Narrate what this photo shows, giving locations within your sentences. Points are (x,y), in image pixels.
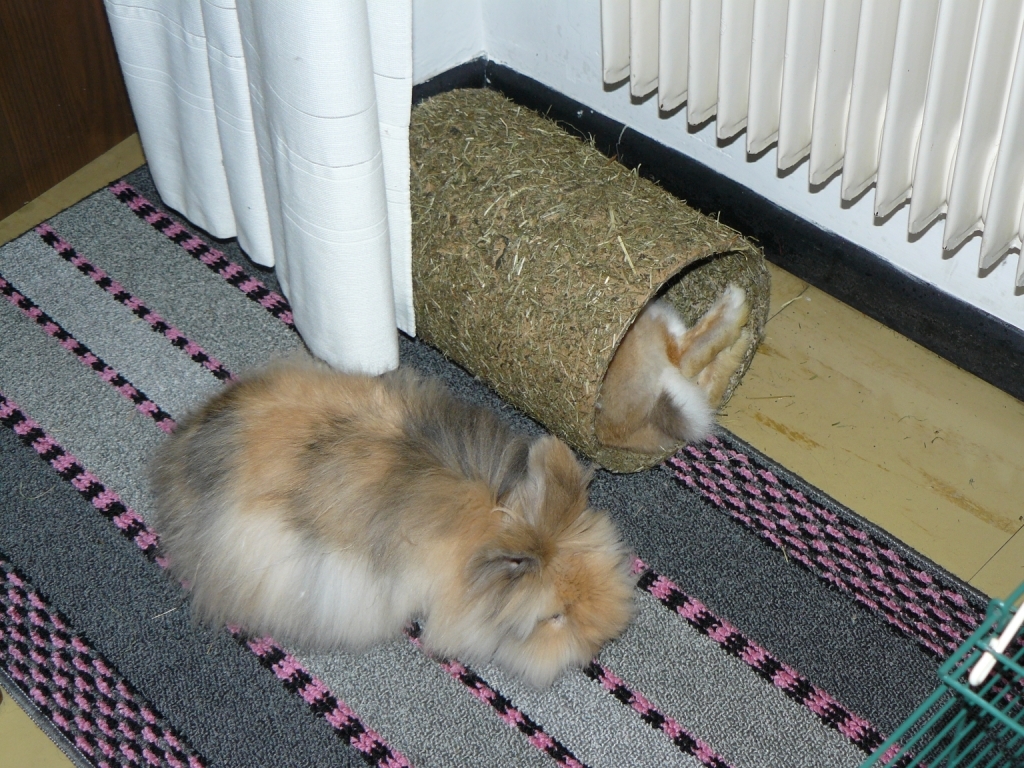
At the bottom of the picture (345,609), we see a domestic animal (380,560) which looks like a rabbit (348,560) is on the doormat (130,643). Beside that, we see a white curtain (282,138) and beside that, we see a domestic animal (609,372) in the round hay tunnel (532,338). In the right top of the picture (836,162), we see a white wall (543,53) and a white radiator (764,135). In the left top of the picture (45,106), we see a brown color door (54,108). This picture is clicked inside the room (863,467).
